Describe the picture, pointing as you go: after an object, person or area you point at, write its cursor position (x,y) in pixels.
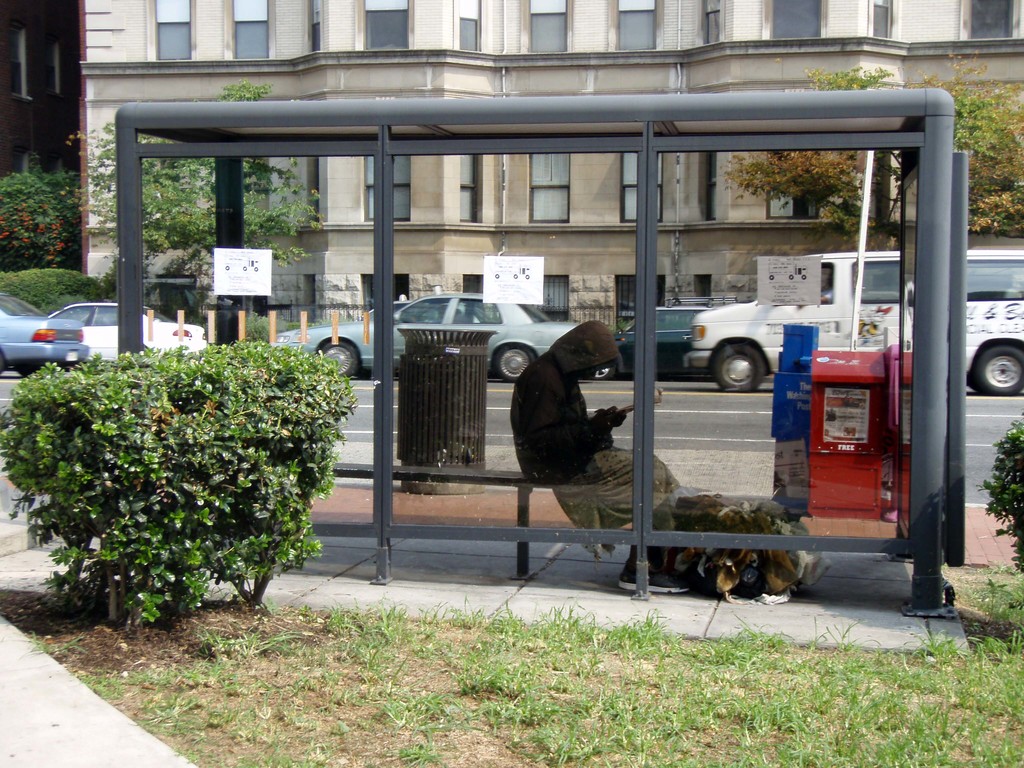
In this image there is a building (410,159), in front of the building (482,92) there are trees (197,220) and metal fence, in front of the metal fence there are cars (435,298) parked on the road (357,418), on the other side of the road (368,372) in the bus stop (394,416) there is a person (598,444) sitting on the bench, to the left of the person (536,428) there is a bush (252,421).
